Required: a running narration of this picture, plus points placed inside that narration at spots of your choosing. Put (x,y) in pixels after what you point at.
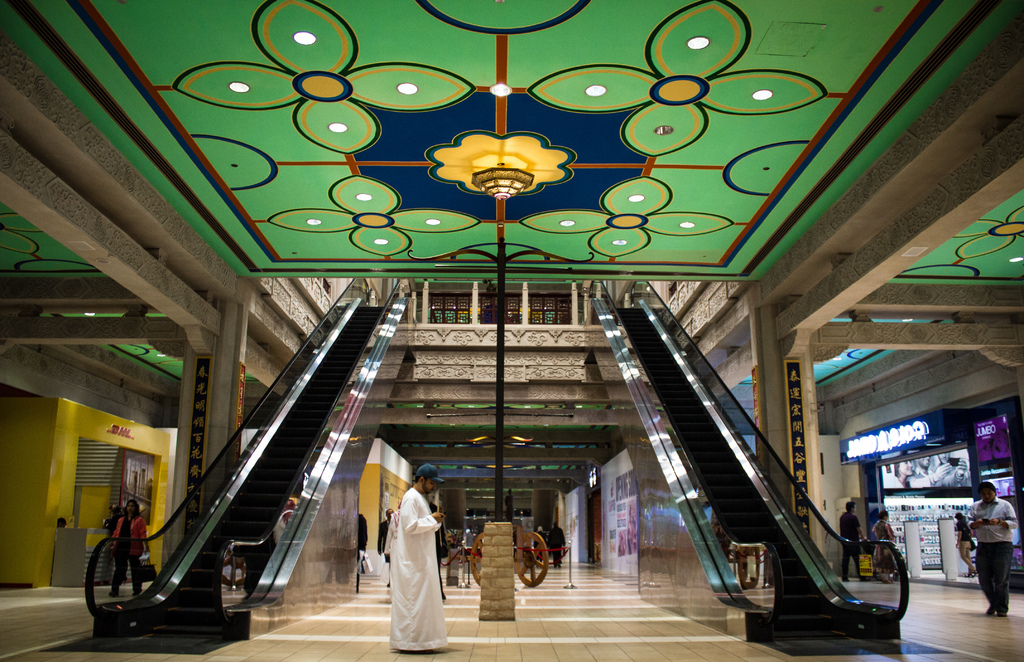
In this picture we can see a few people (981,524), wheels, escalators (202,573), glass objects (252,571), lights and other objects (964,455).
